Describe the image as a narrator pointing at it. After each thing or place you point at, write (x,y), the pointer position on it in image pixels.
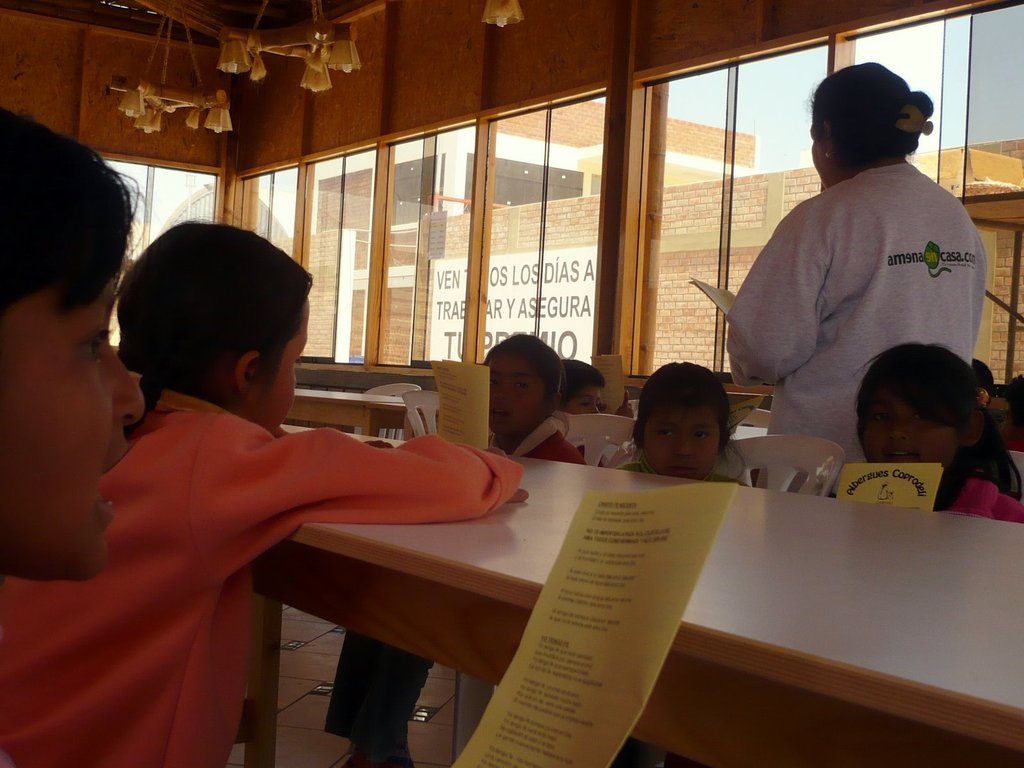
there are persons (126,464) at the left (184,420). in front of them there is a table (810,575). a person (516,460) is holding a yellow color paper (460,395) in his hand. in front of them there are more people (642,407) sitting on chairs (621,427). behind them there are glass doors (537,206). outside the building (621,242) there are other buildings (669,301) with brick walls (665,287).
